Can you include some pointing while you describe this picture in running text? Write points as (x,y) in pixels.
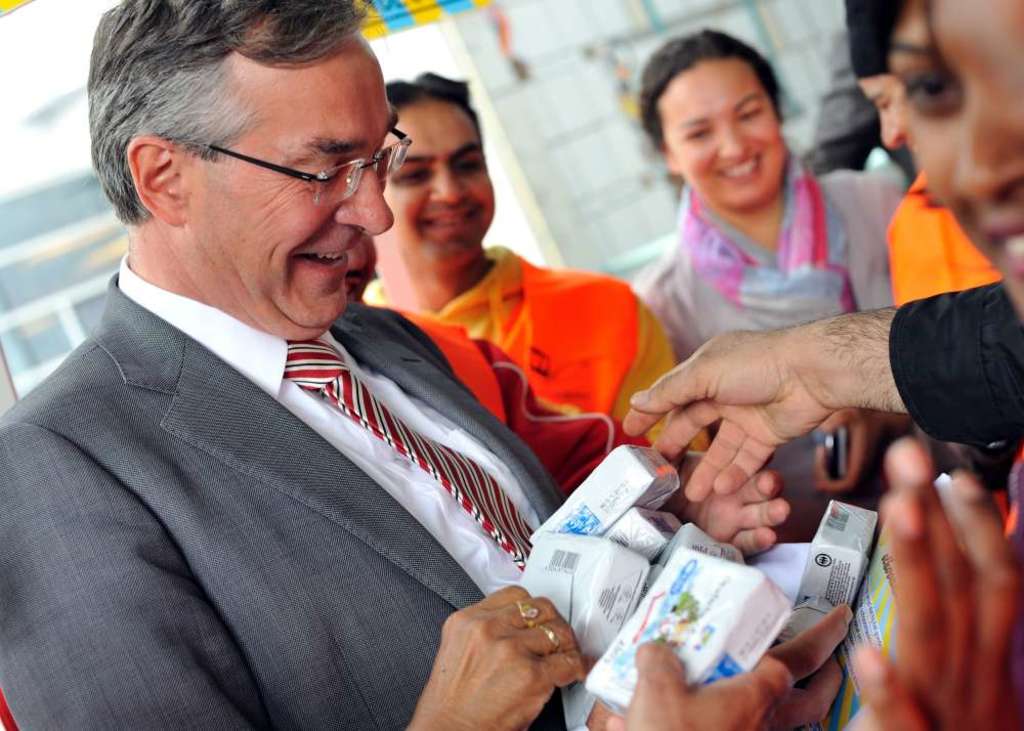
On the left side of the image (248,245) there is man (479,591) with spectacles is standing and smiling. He is holding many objects (547,574) in his hands (560,628). And there are people (529,301). At the bottom of the image (539,642) there are hands (514,638). And there is a blur background (64,327).
